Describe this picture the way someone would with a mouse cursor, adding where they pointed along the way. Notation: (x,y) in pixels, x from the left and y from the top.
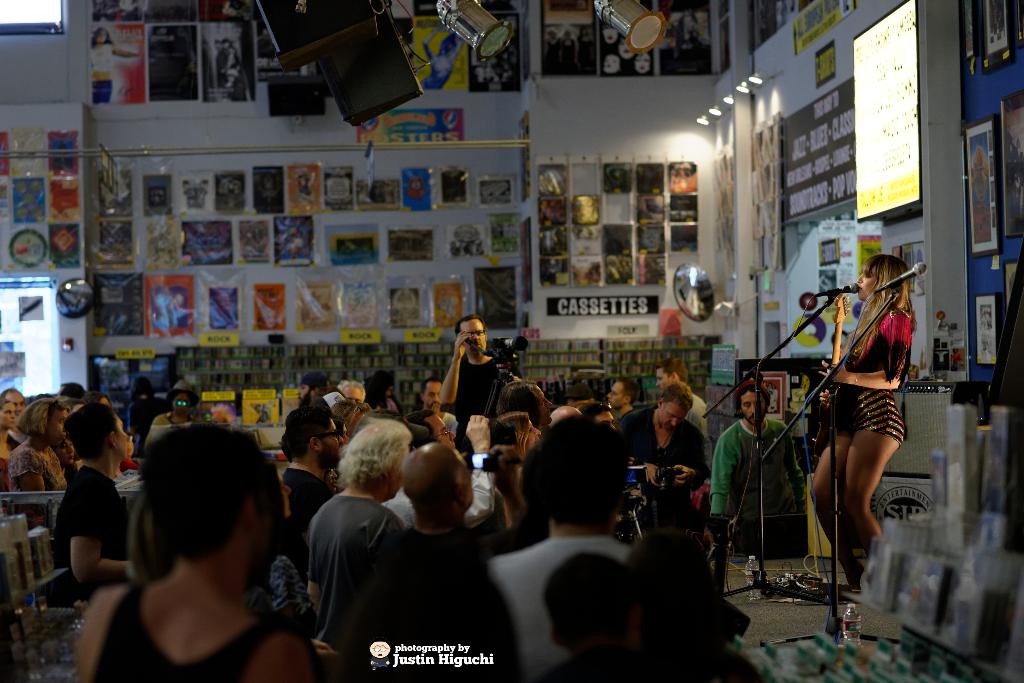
On the right side of the image (872,345) we can see a woman (873,359) standing on the dais (784,611) at the mic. At the bottom of the image (213,602) we can see persons (163,514) and racks (47,606). In the background (26,231) we can see photo frames (57,244), lights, speakers (329,79) and wall (471,154).
